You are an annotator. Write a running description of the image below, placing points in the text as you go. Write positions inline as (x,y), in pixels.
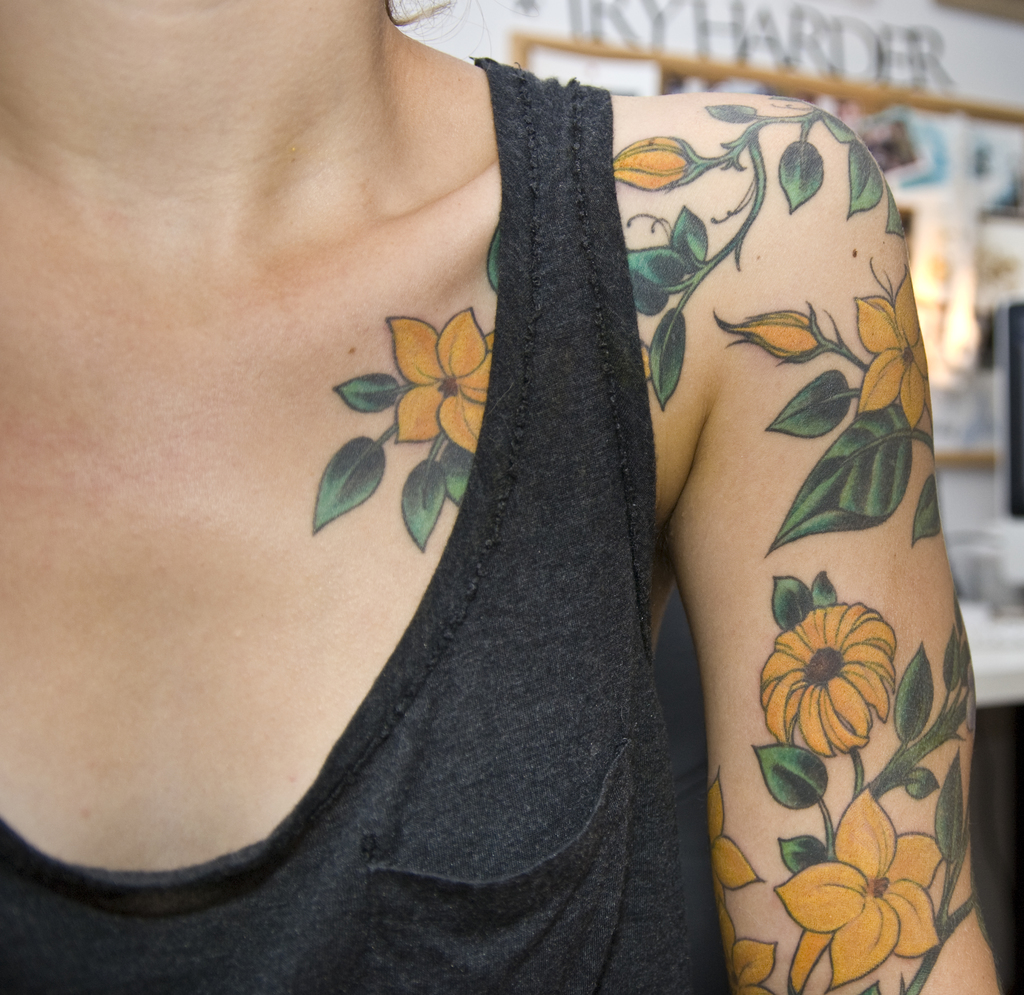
In this image we can see a lady (679,360) with a tattoo (795,587) on a shoulder (644,232). In the background of the image (771,39) there is some text (690,22) and photos (935,139) on the wall (724,43).
